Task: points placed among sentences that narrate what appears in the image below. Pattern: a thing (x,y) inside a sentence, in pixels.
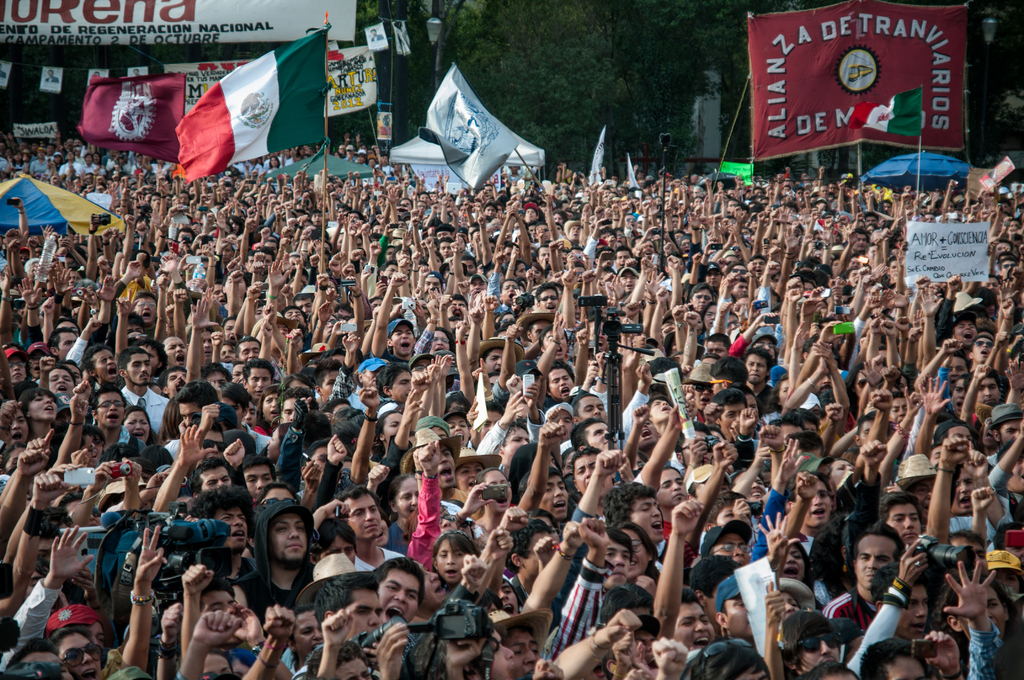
In the picture there is a huge crowd (271,309), all of them are raising their hands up and there are few flags (238,116), in the background (7,12) there is a big banner (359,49) and behind the banner (300,13) there are trees (598,70).
